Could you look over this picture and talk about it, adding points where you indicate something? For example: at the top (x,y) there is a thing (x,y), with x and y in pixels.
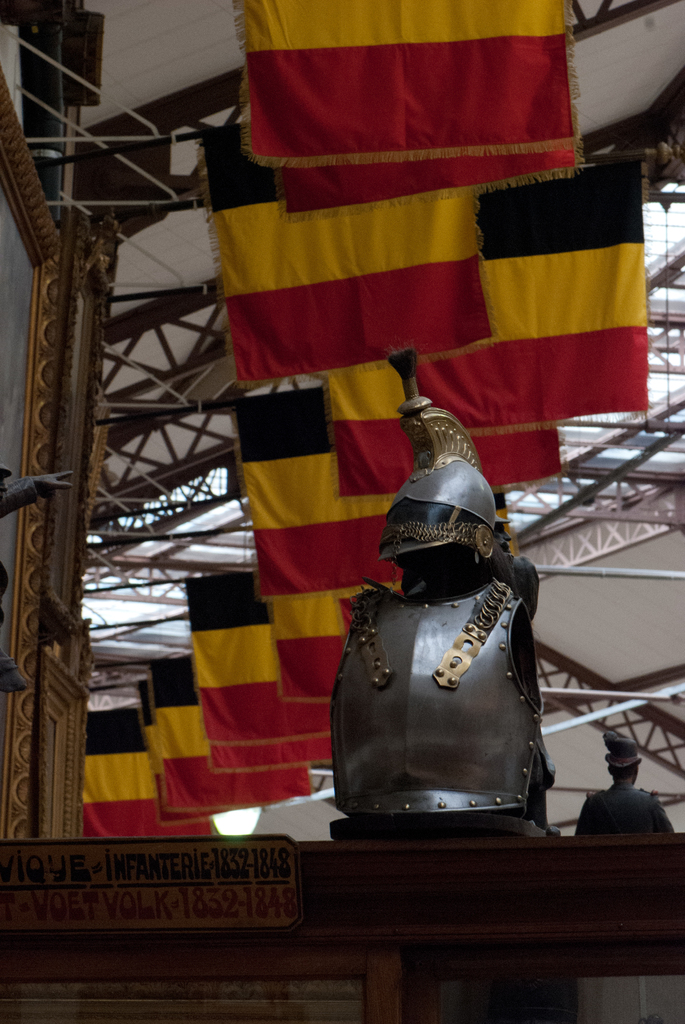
In this image I can see there is an Armour (507,558), few flags (275,1), metal rods (569,524) to the ceiling (178,79). And there is a statue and a light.
